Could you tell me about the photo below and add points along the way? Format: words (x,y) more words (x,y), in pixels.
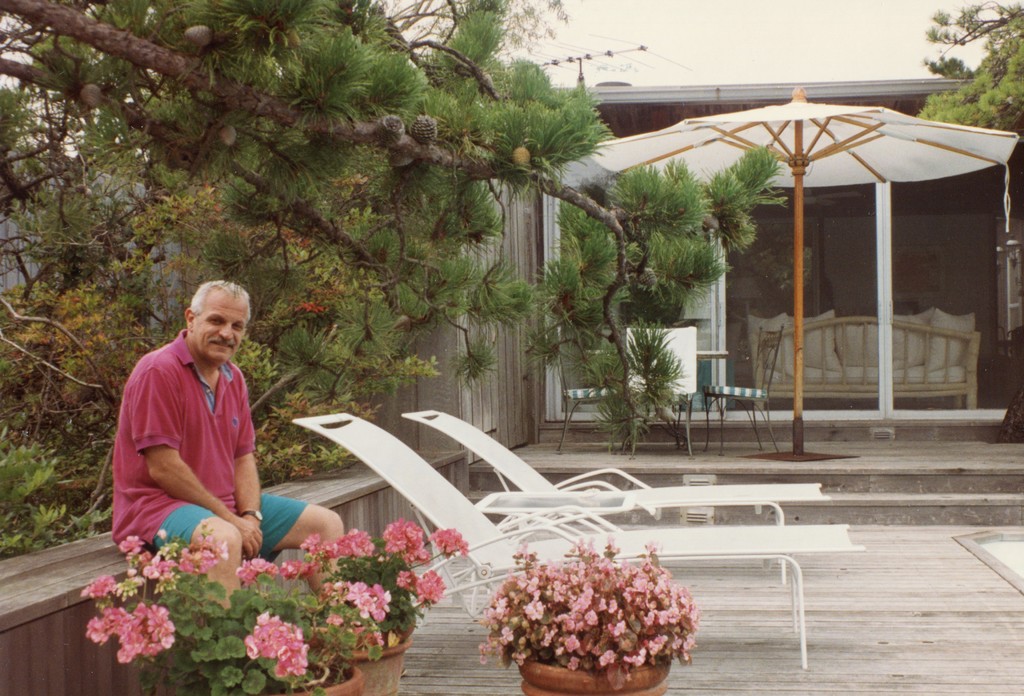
On the left side of the image (197,511) we can see one person (142,526) is sitting and he is smiling, which we can see on his face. And we can see outdoor relaxing chairs (543,554), plant pots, plants (619,574), flowers (632,564), etc. In the background (792,285), we can see the sky (652,52), clouds (878,59), one building (815,276), trees (489,198), chairs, poles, one couch (827,317), one outdoor umbrella (823,178) and a few other objects (987,549).
